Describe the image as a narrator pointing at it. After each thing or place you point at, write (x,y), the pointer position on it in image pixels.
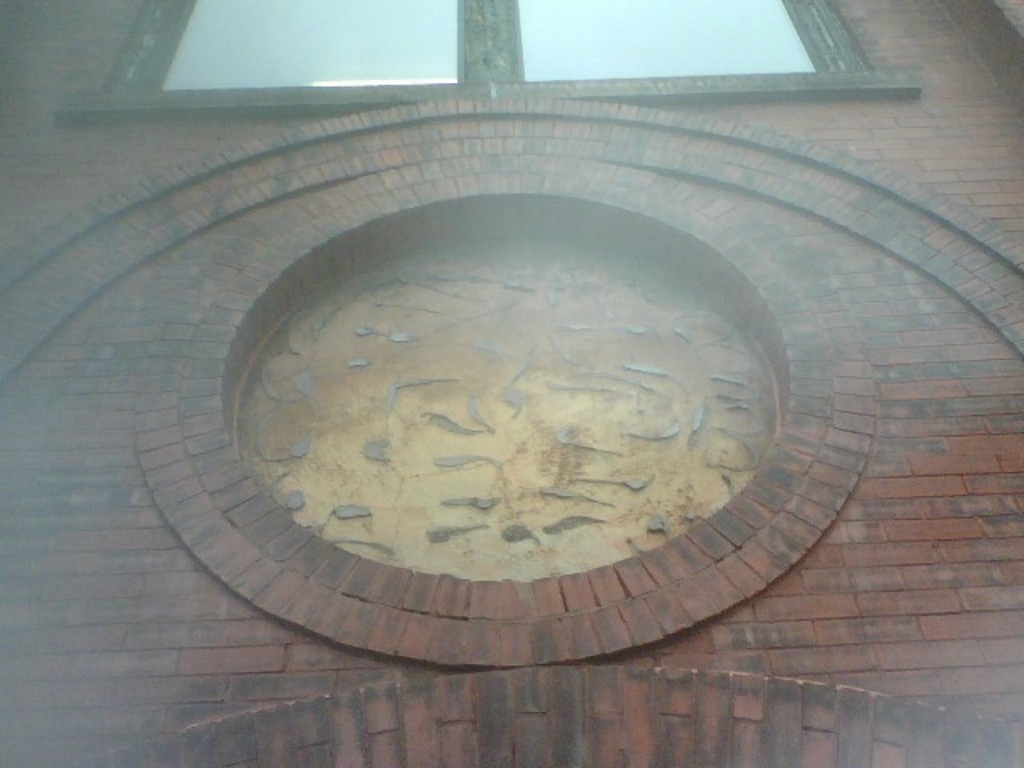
In the image there is a wall (405,139) with a hole (406,427) in the middle (572,374) and there is a window (389,14) above it.
